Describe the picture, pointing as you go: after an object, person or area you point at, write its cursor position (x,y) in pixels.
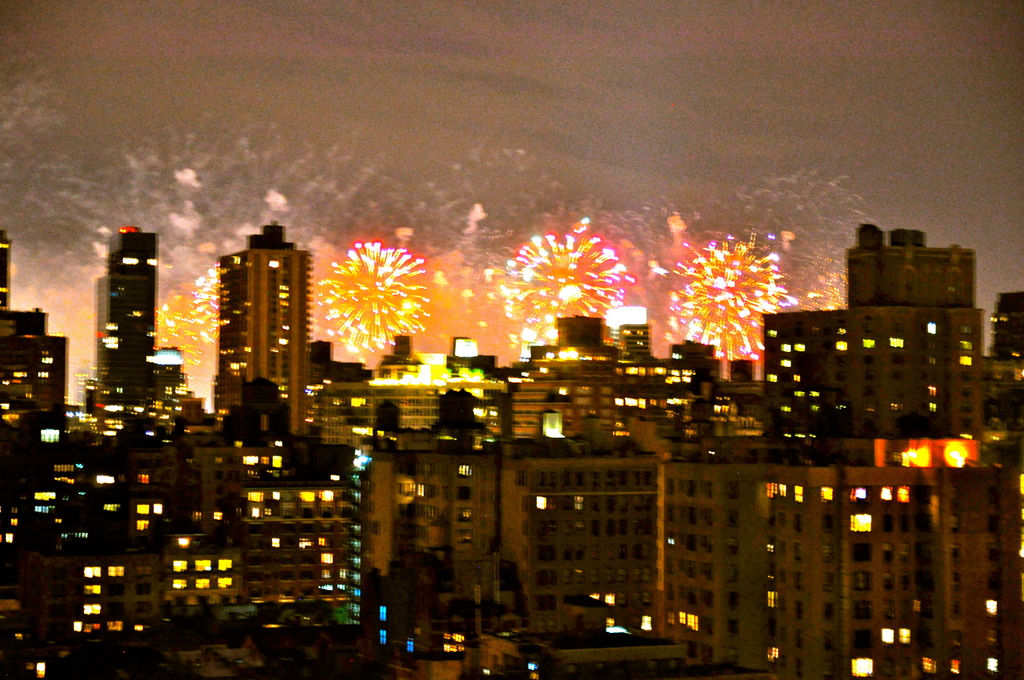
In this image we can see buildings (391,561), windows (302,526), lights (238,446) and in the background (347,29) there are sparks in the sky (637,176) and we can see clouds (384,167) also.
